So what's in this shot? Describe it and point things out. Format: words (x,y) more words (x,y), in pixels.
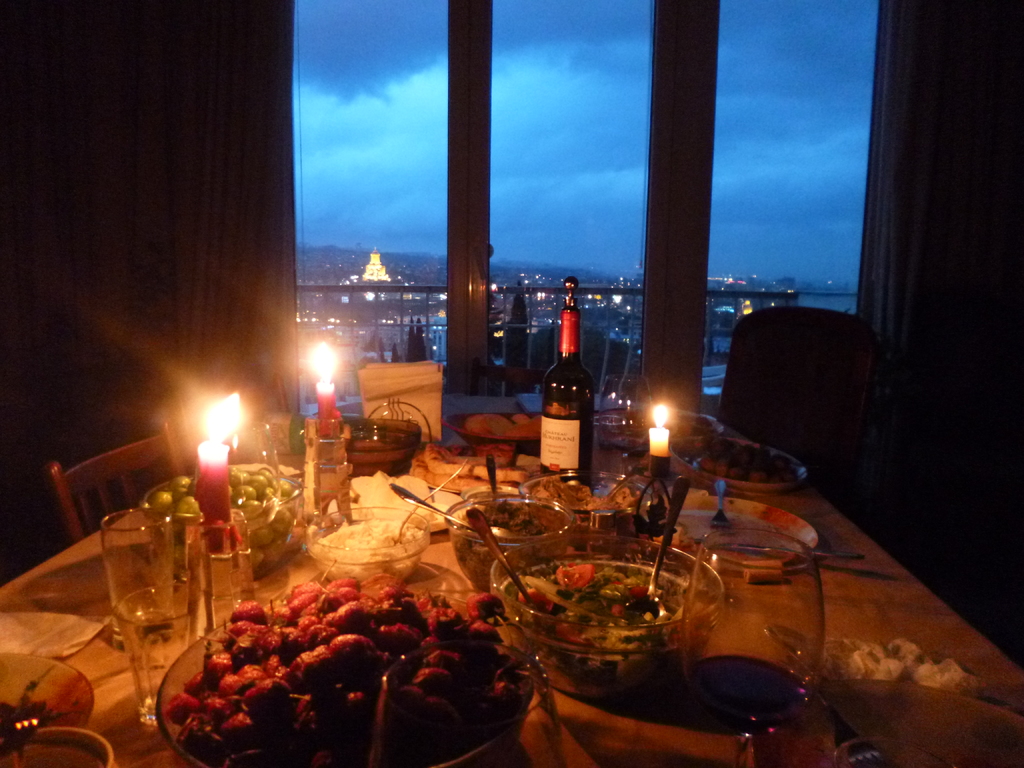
This is inside view picture of a restaurant (485,446). On the table (441,537) we can see candle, bottle (569,428), few dishes (544,656), glasses (173,641), plates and tissue papers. On the background (384,171) we can see outside view through the window (630,105). We can see buildings (413,271) and a sky (629,132).
